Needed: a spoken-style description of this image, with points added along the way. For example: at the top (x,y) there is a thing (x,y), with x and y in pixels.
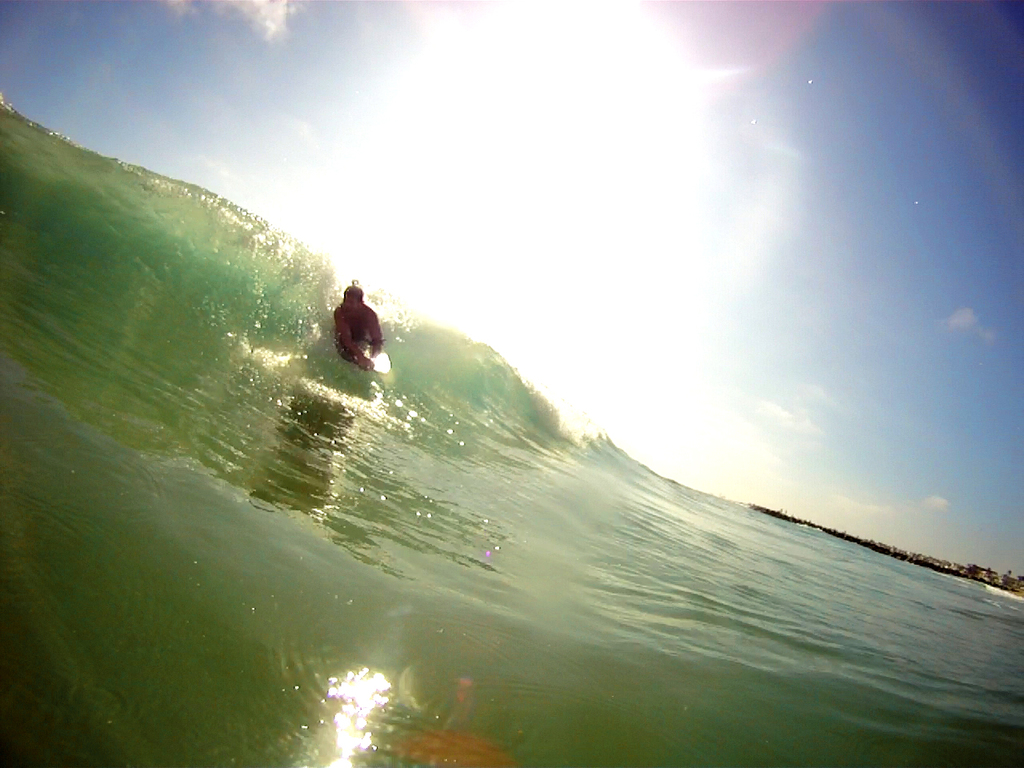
On the left side (230,210), there is a person (344,312) riding a surfboard (386,357) on a tide (405,327) of an ocean (393,324). In the background (962,573), there are trees (1008,578) on the ground (934,569) and there are clouds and a sun (660,105) in the sky (674,132).
